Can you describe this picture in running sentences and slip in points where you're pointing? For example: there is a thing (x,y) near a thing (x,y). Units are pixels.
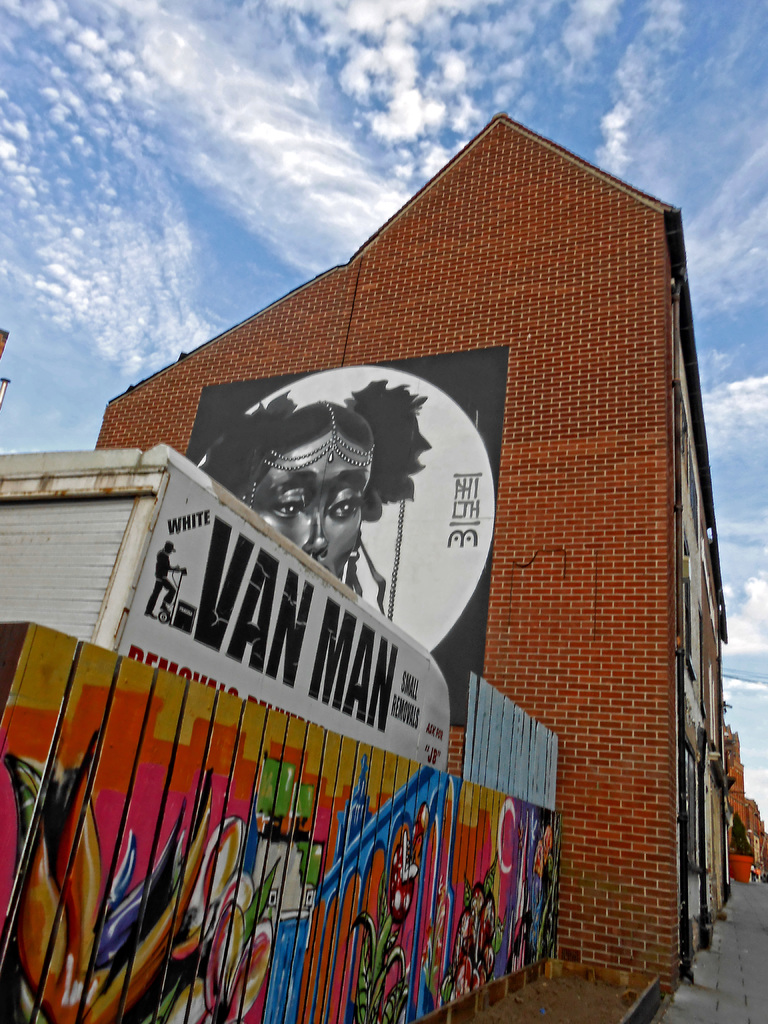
In this picture I can see paintings (284,895) on wooden blocks (353,884) and bricks (399,490). I can see buildings (408,214). I can see clouds (314,125) in the sky (300,115).
